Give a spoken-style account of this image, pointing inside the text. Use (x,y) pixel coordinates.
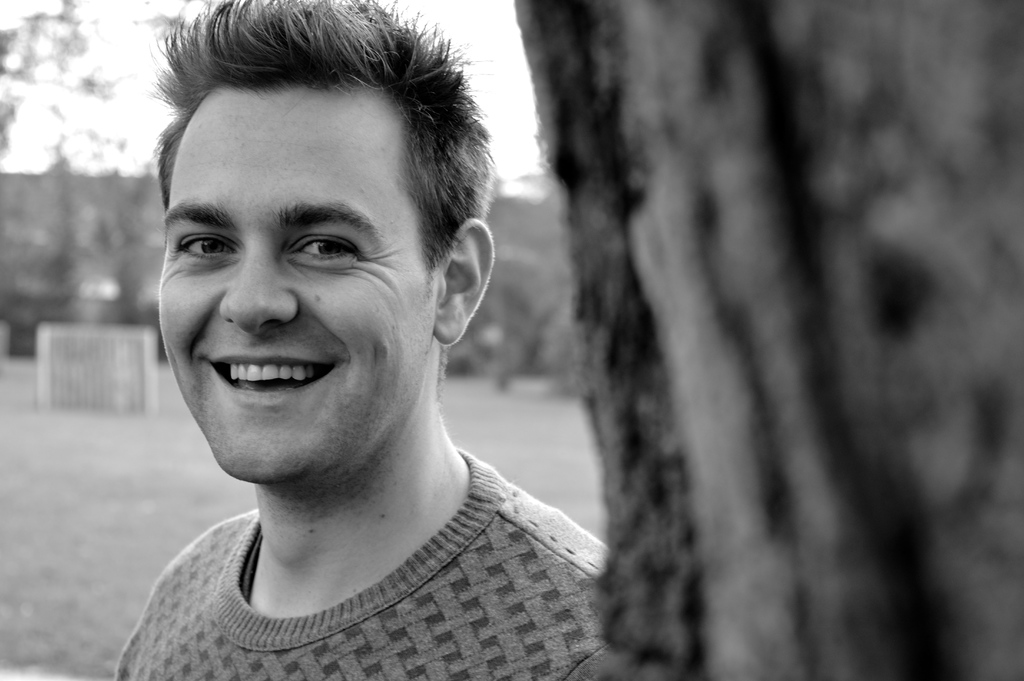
In the foreground of this black and white image, on the right (810,462), there is a tree trunk (785,552) and behind it, there is a man (367,367) having smile (294,373) on his face (283,375) and the background (82,353) image is blurred.
